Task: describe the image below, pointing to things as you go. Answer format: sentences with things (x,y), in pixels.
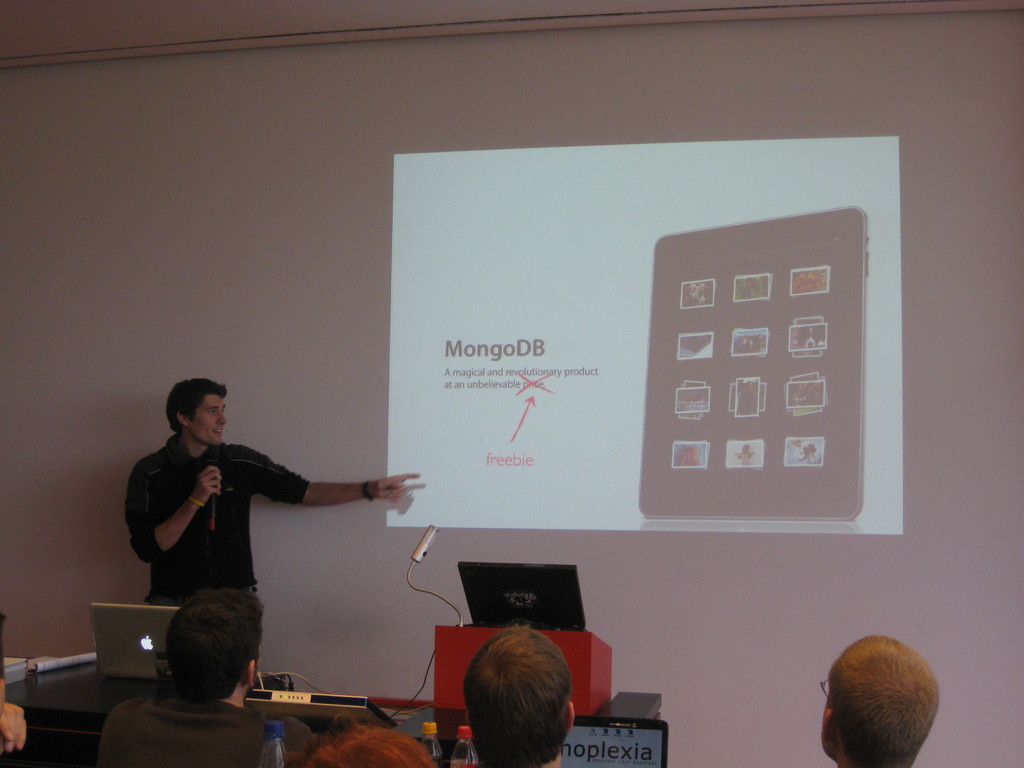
This image consists of many people (207,746). In the front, there is a man (249,534) wearing a black shirt (221,540) and holding a mic (208,480). In the front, we can see a projector screen (713,287). On the left (78,715), there is a table (84,693) on which a laptop (111,637) is kept. In the middle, there is a podium (440,687) on which, there is a laptop (557,616). At the bottom (22,718), there are few people (172,738) sitting.
